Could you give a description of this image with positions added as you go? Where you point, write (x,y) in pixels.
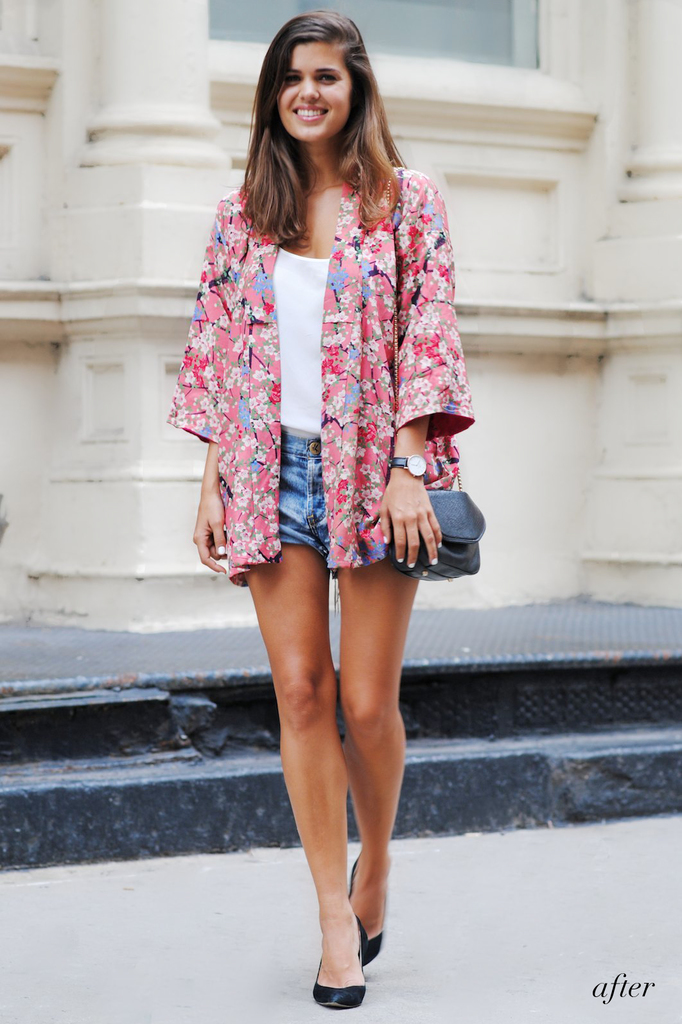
In this image I can see a woman (342,239) is standing and I can see she is carrying a bag (442,545). I can also see smile on her face (295,133) and I can see she is wearing watch (422,465) and blue shorts (323,527). In the background (113,60) I can see white colour building (179,357).
